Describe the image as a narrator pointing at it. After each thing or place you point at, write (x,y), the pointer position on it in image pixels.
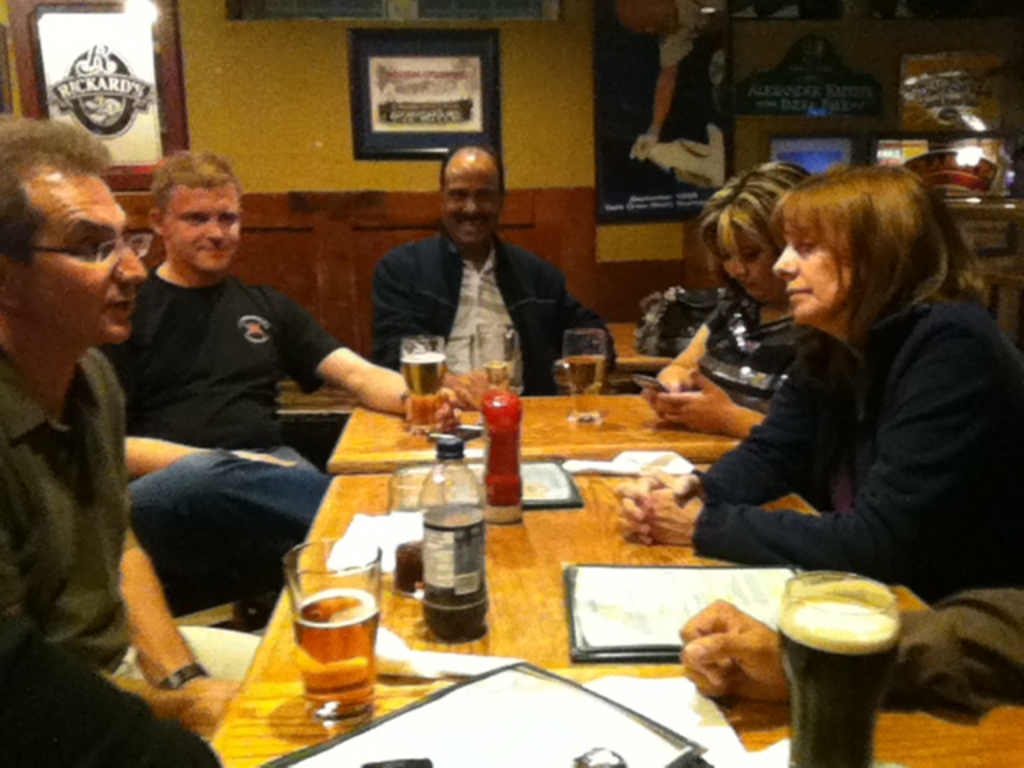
In this image there are five person (92,433) sitting on the chair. On the table (569,557) there is a paper (526,708), glass (337,671), bottle (453,585). At the backside the frames (496,120) are attached to the wall (522,33).
